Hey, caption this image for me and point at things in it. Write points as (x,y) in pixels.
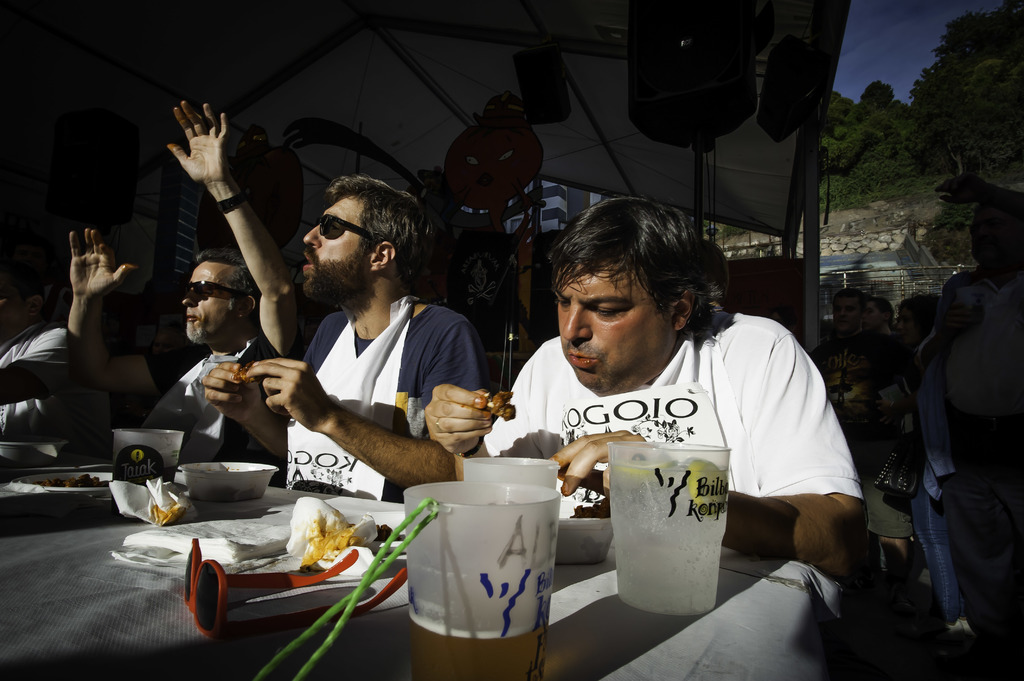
This picture is taken outside a restaurant (447,117). In foreground of the image (178,512) there is a table (273,497), on the table (339,657) there are glasses (474,479), bowls (203,473), tissues (143,491), some food items (74,480). There is spectacles (210,568) on the table (262,593). In center of the image (680,392) a man (642,389) in white shirt (547,407) is eating beside him a man (381,365) in blue shirt (435,355) is also eating. To the left (232,329) a man (178,358) is sitting. Above there is ceiling (477,97). Top right (899,55) sky (891,45) is visible and it is clear, there are trees (919,118) on top right (883,129) and stones (881,229).
